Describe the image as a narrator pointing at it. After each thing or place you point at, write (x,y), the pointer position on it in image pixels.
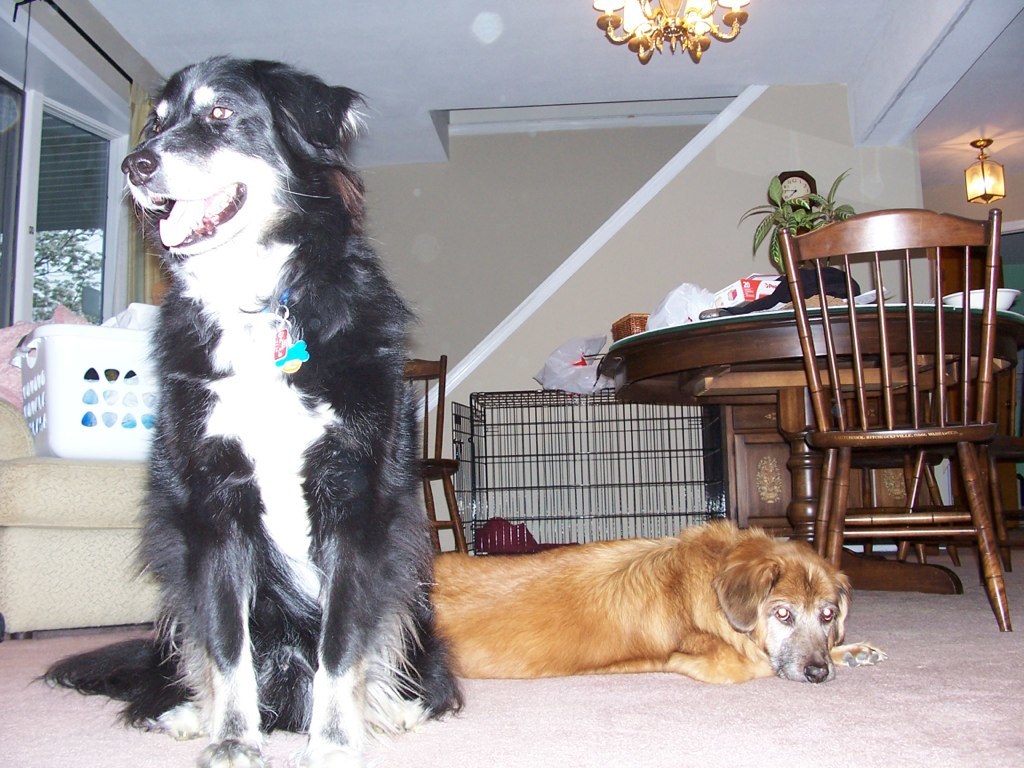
There are two dogs (387,367) on the floor (483,724). This is carpet (733,735). There is a chair (908,233) and this is table (792,392). Here we can see a sofa (78,506) and this is door (87,185). On the background (541,322) there is a wall (641,184) and these are the lights (679,38).
